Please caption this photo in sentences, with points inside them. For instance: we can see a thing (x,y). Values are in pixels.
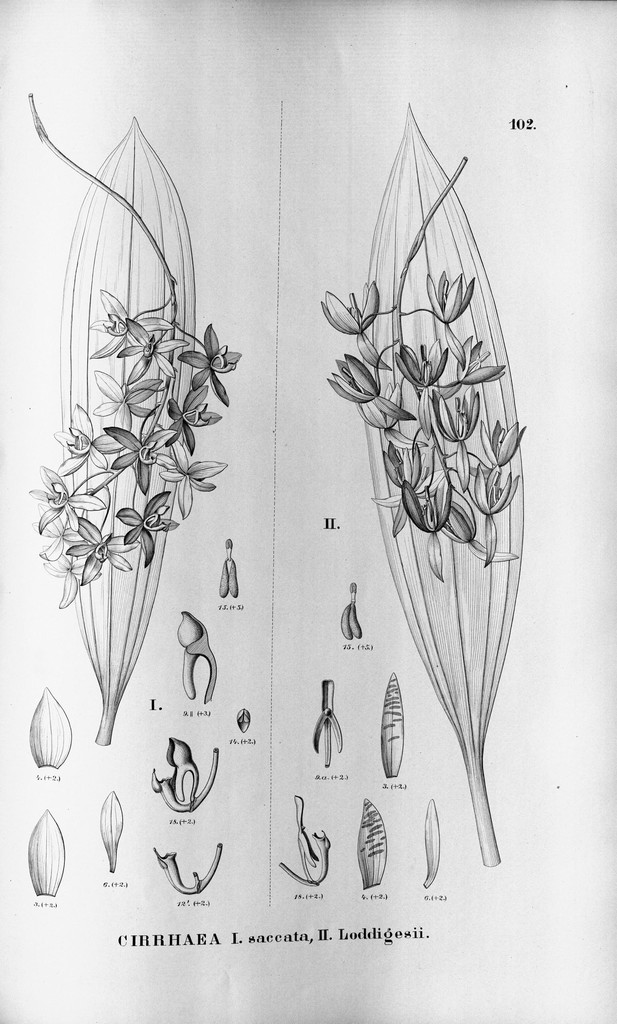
In this image there is an art (255,532) in which we can see that there are flowers (113,377) on the leaves (114,265). At the bottom (105,826) there are flower parts (182,793).
